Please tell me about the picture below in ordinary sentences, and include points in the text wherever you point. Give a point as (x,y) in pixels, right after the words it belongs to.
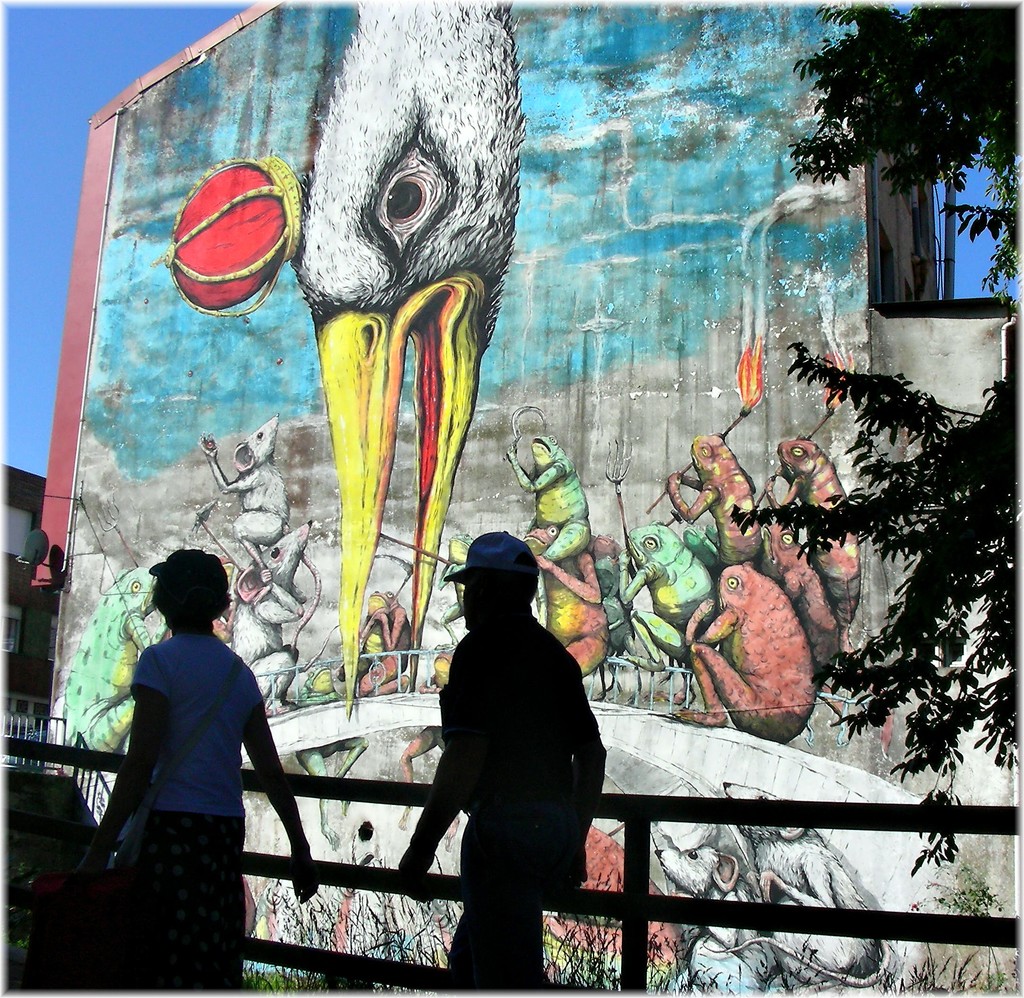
In this image, in the middle (531,634), we can see two people (470,776). On the right side (981,70), we can see some trees (981,86). On the left side (40,696), we can see a staircase (36,716), building (10,656). In the background (457,133), we can see a wall (489,315) with some painting (484,315). At the top (103,46), we can see a sky (68,49).
